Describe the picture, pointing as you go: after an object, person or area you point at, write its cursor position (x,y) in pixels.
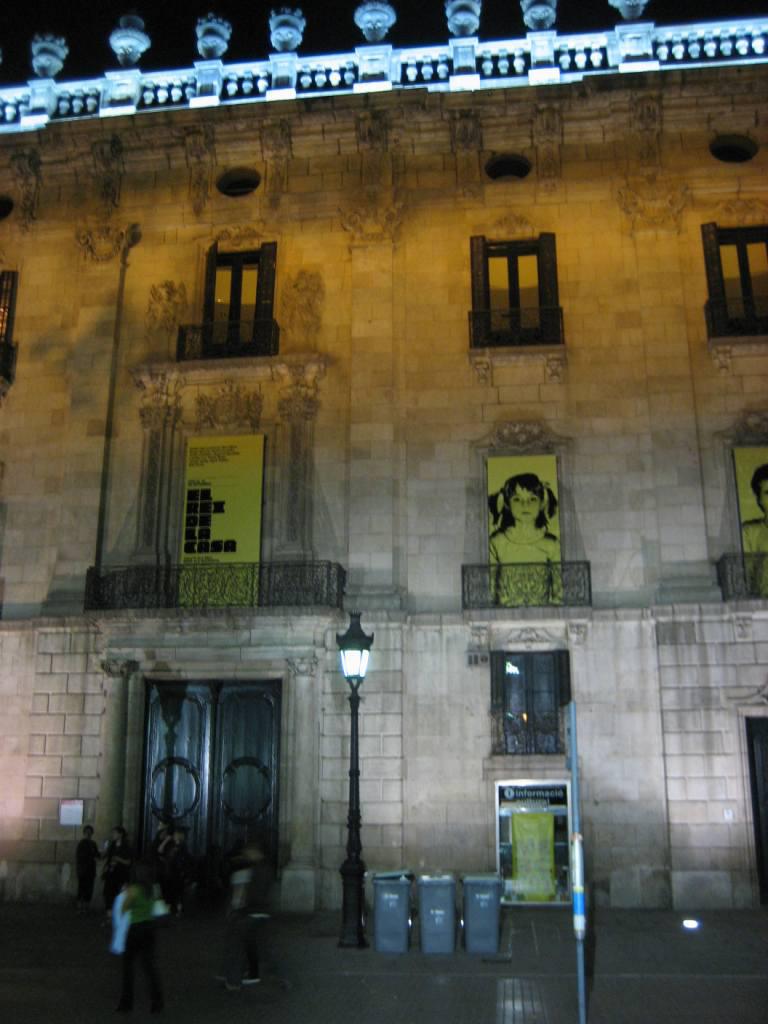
At the bottom of this image (482,913), there are three dustbins (407,873), a light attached to the pole (352,681), there is another pole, there are windows (756,270), paintings (762,490) and lighting (752,18) at the top (302,93). And the background (154,1) is dark in color.
